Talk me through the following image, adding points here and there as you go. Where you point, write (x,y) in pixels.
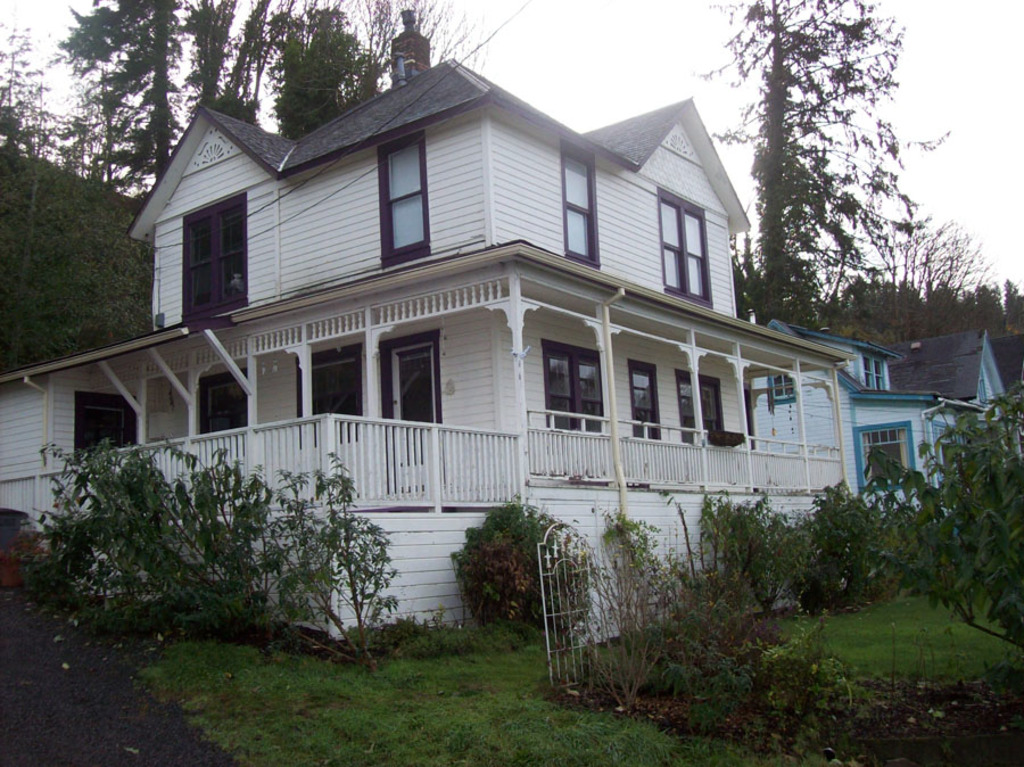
In this picture in the front (383,685) there's grass (435,708) on the ground (508,678) and there is a gate (574,620) which is white in colour and there are plants (751,592). In the center (585,424) there are buildings (776,418) and in the background (85,243) there are trees (811,264).
